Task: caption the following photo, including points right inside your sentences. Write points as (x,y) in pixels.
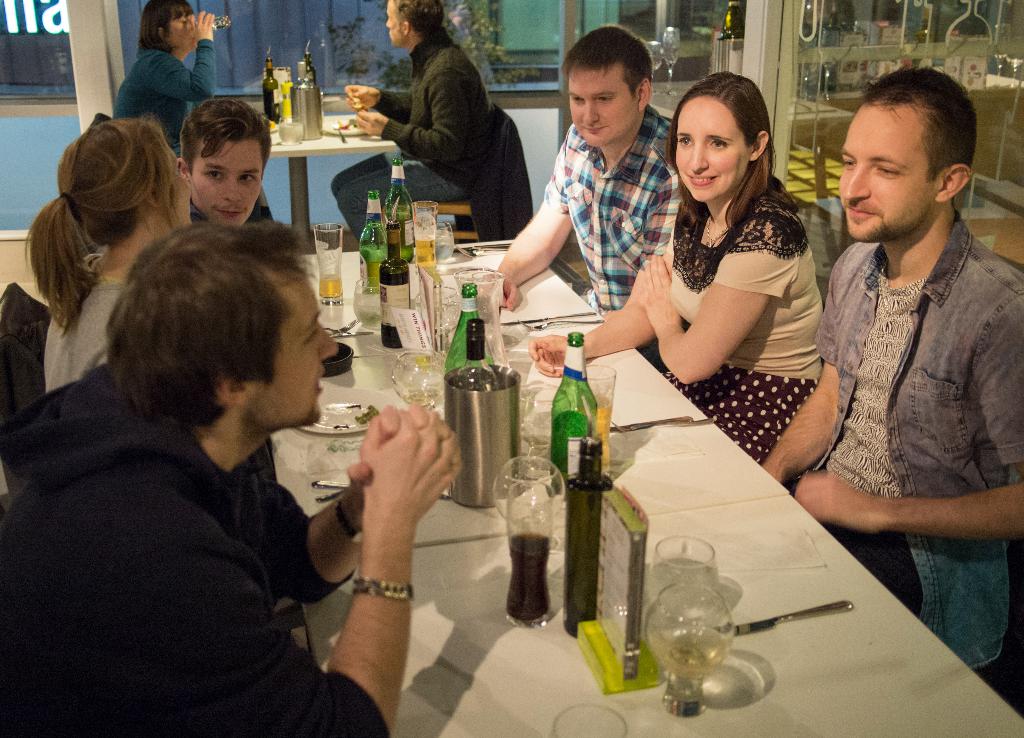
An indoor picture. These persons (1014,493) are sitting on a chairs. In-front of this person (209,284) there are tables (306,150), on this table (342,384) there are bottles (470,330), glasses (321,257), plates (356,421) and spoon (559,316).
